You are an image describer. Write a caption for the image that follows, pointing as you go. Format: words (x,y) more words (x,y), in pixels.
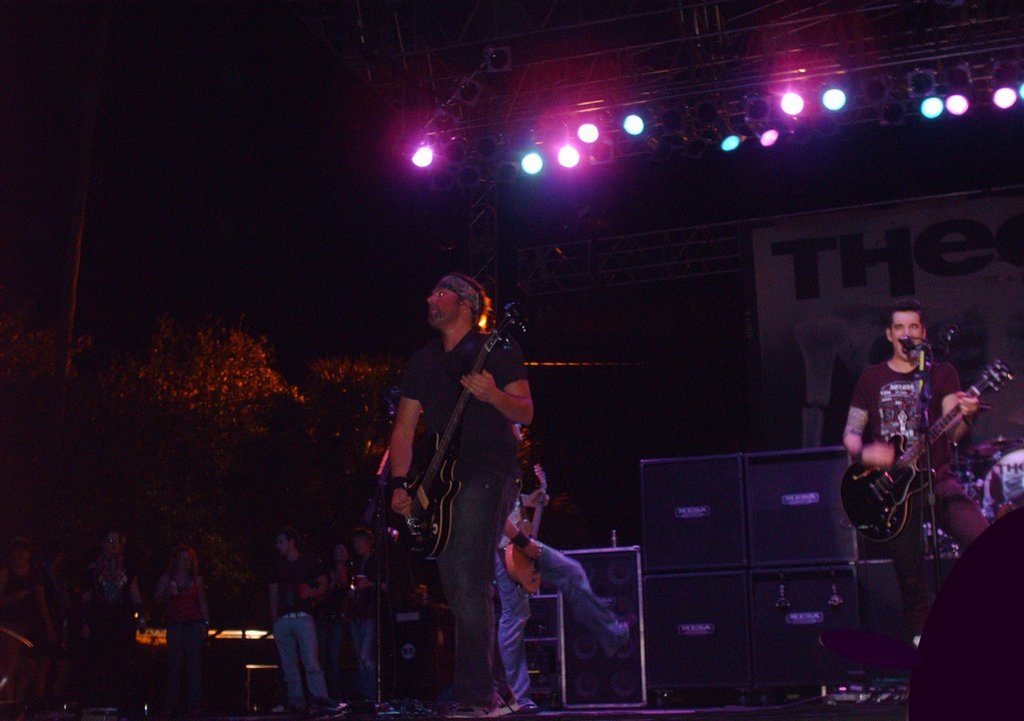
At the top (677,124) we can see lights (928,107). Background (847,216) is dark. We can see persons (461,432) standing in front of a mic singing and playing guitars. Behind to these persons (932,385) we can see other persons (375,606) standing.
